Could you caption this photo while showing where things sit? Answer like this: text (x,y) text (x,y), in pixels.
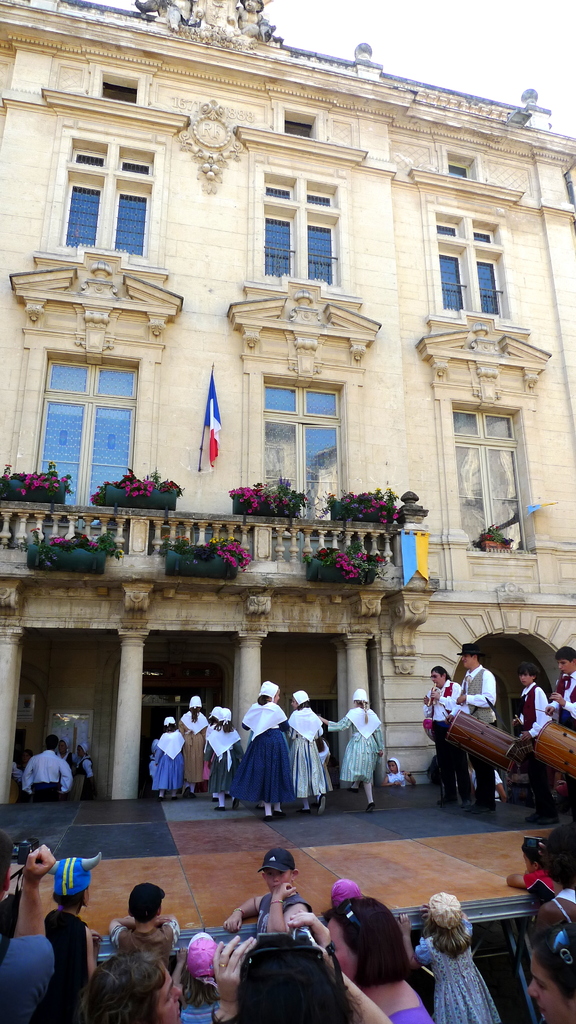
As we can see in the image there is a building (271,476), plants (306,497), flowers (379,503), windows (474,244), few people (567,847) here and there and a sky (492,36).
